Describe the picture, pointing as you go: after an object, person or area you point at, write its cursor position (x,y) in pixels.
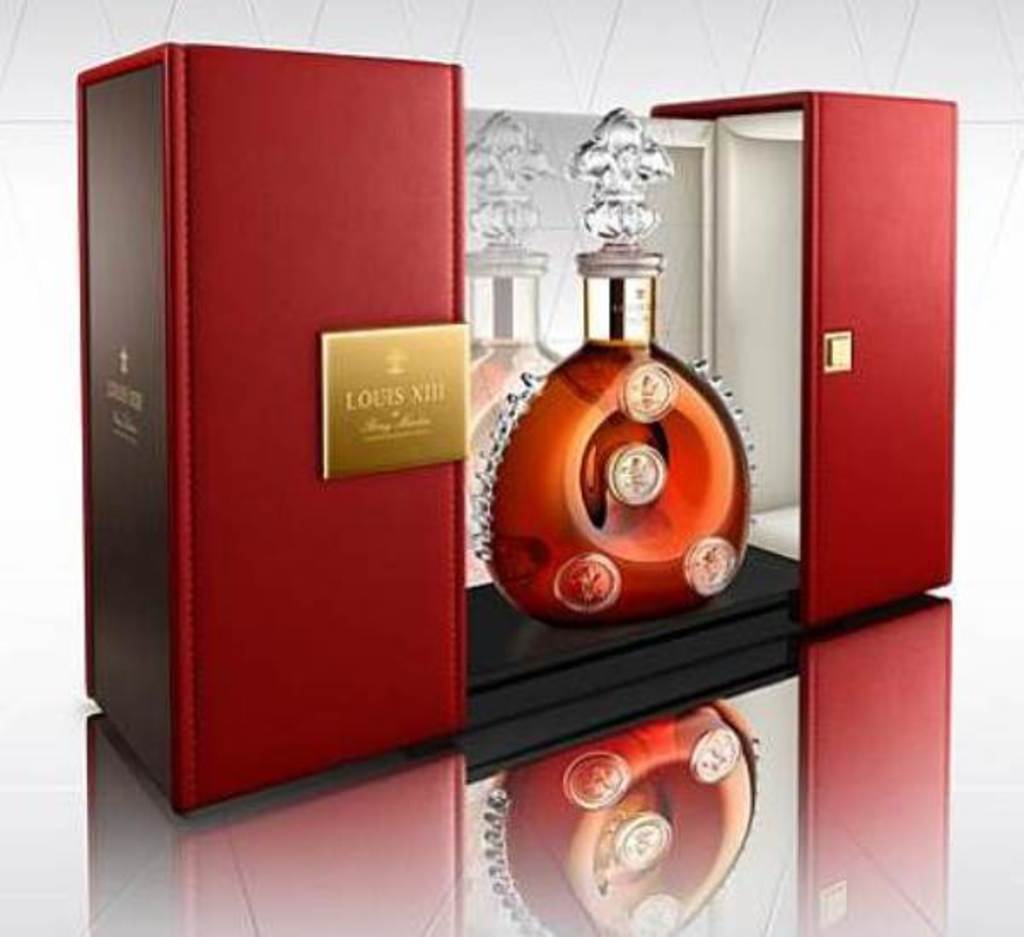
In the picture I can see a glass bottle (594,520) and red color object (385,547). The background of the image is white in color.
